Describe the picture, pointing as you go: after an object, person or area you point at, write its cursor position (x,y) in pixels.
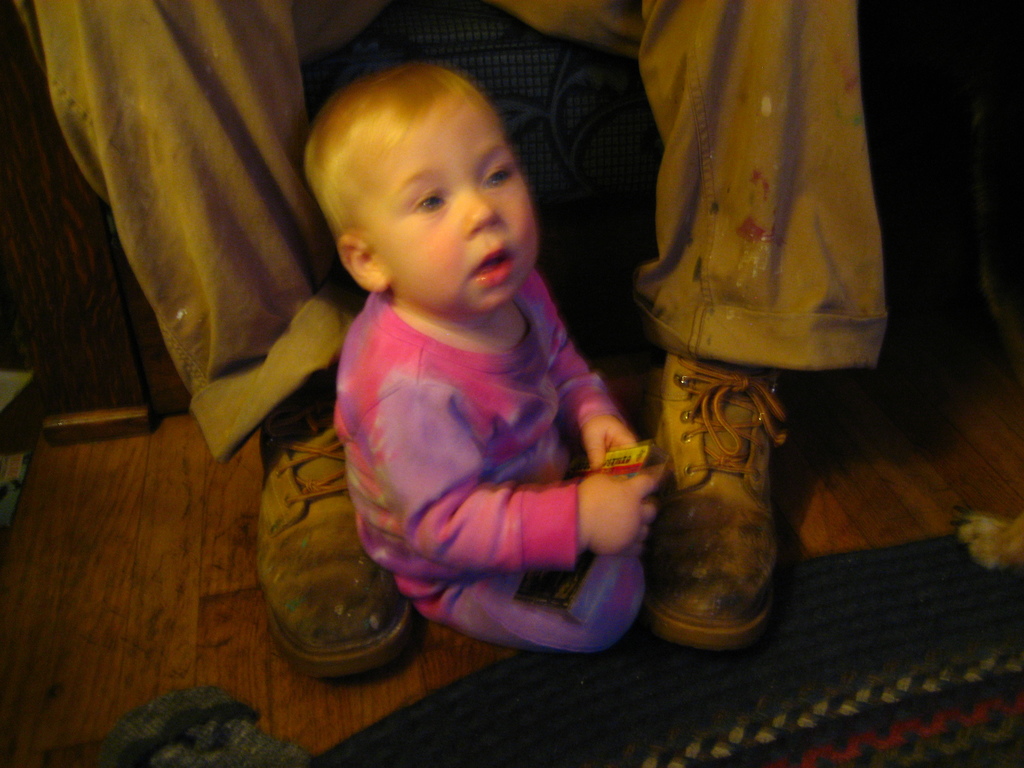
In this image I can see a baby (436,289) sitting and wearing purple and pink dress (440,383). I can see a person legs (203,238) and shoes (770,374). I can see a mat (809,636) on the brown color floor (186,607).
